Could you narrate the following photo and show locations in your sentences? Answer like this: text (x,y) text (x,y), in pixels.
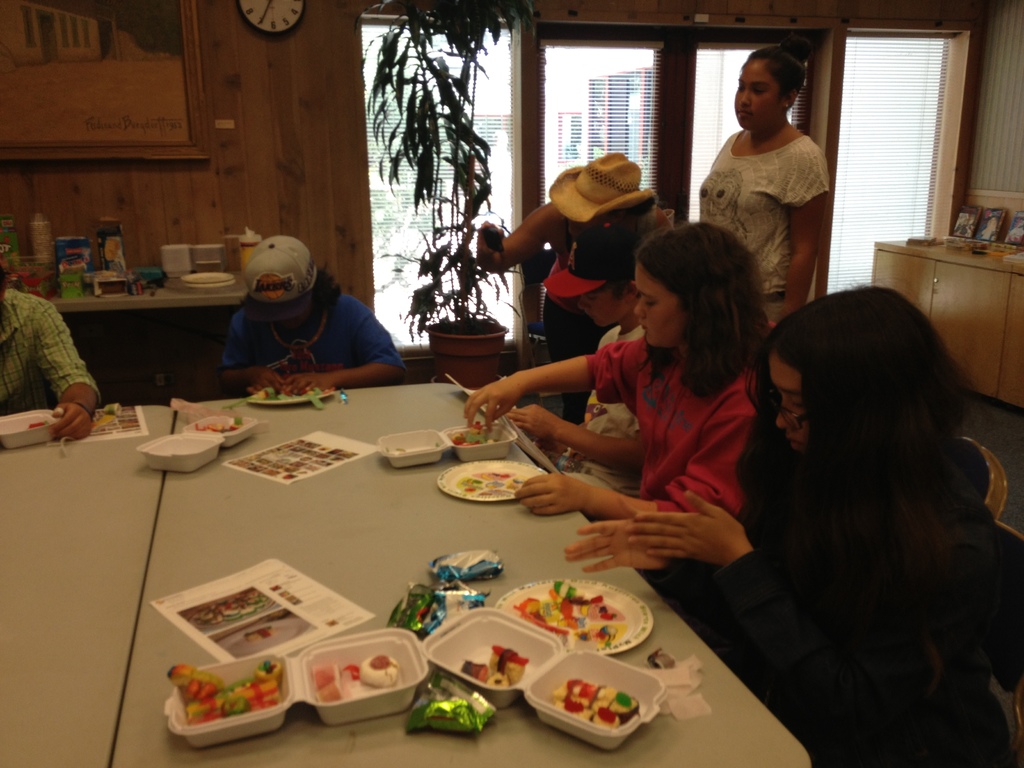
This is completely an inside view picture. Here we can see few persons (602,442) sitting on chairs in front of a table (67,559) and on the table (39,445) we can see paper (222,608), packets (444,592), some food (510,660) in boxes (182,466) and plates (632,637). On the background (552,87) we can see windows (879,117), cupboard (962,297), clock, picture (118,111). One woman (728,168) is standing near to these people (554,317). This is a houseplant (415,299).
